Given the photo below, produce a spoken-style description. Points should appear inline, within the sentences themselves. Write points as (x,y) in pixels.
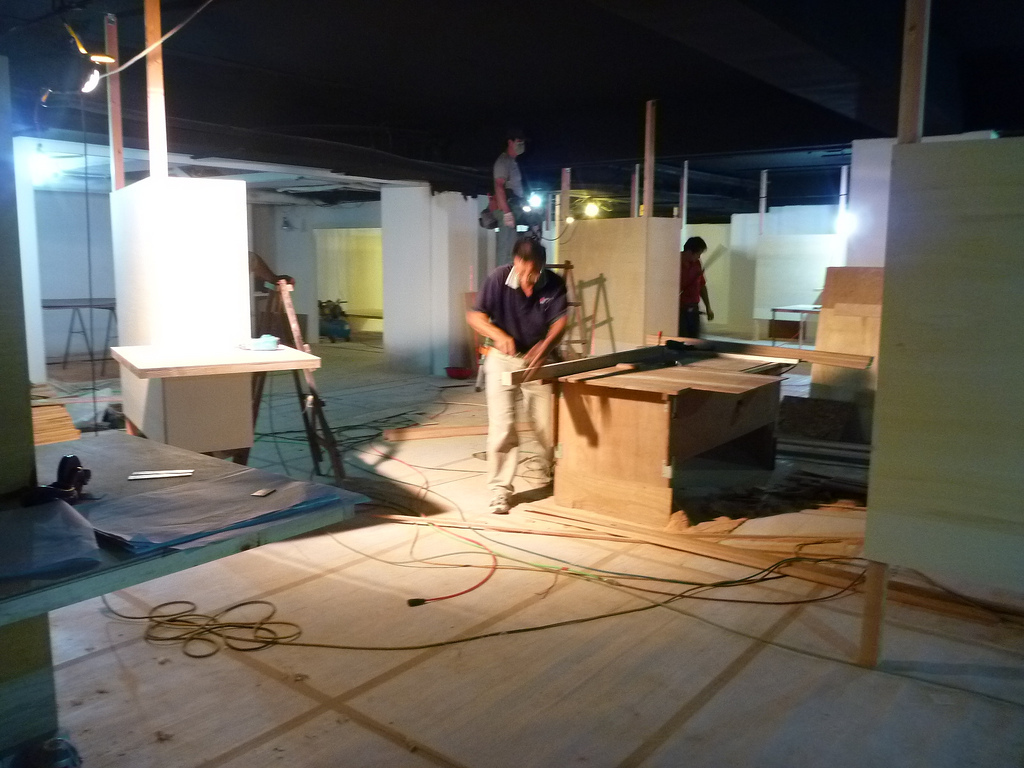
A man (525,341) is working with the wood (615,380) behind him there is a man (504,187) working. with a light (538,195).
